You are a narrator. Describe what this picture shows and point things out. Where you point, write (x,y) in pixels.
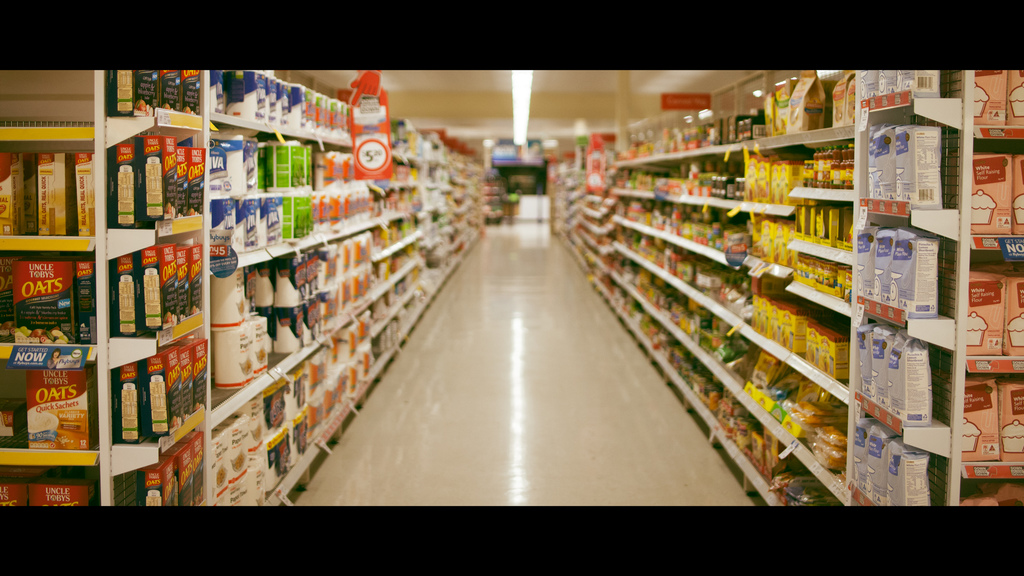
In this image I can see shelves (262,259). On these shelves (340,227) I can see objects (657,239). Here I can see lights (528,115) on the ceiling (550,114).
